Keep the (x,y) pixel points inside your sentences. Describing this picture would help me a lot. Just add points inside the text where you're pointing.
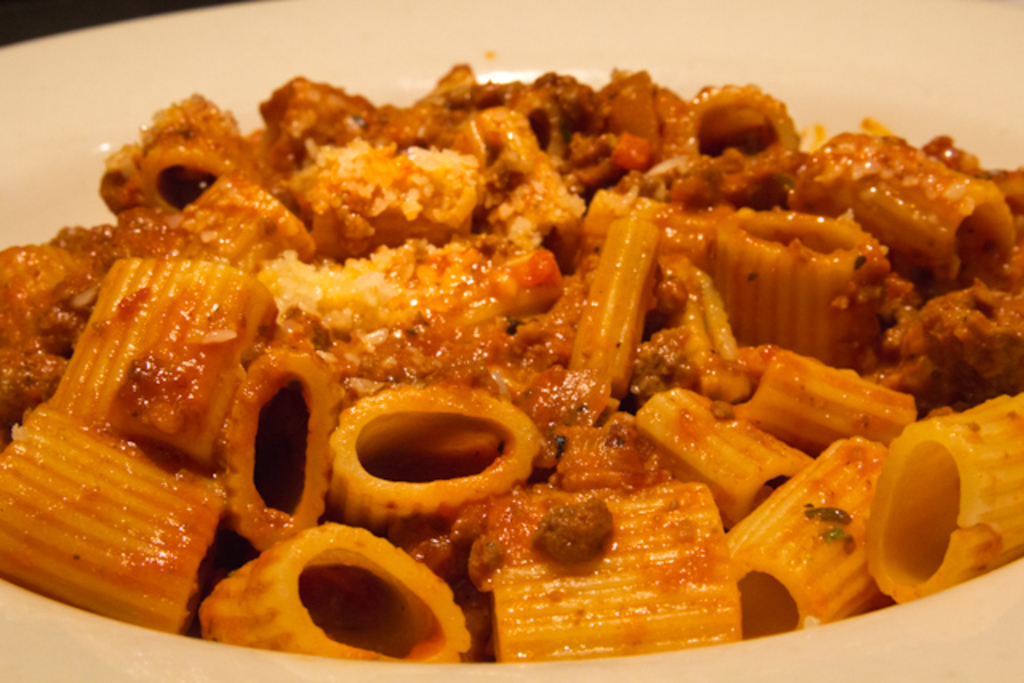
The picture of a pasta (470,574), which is presented in a plate (650,34). This pasta (968,380) is in red color.
